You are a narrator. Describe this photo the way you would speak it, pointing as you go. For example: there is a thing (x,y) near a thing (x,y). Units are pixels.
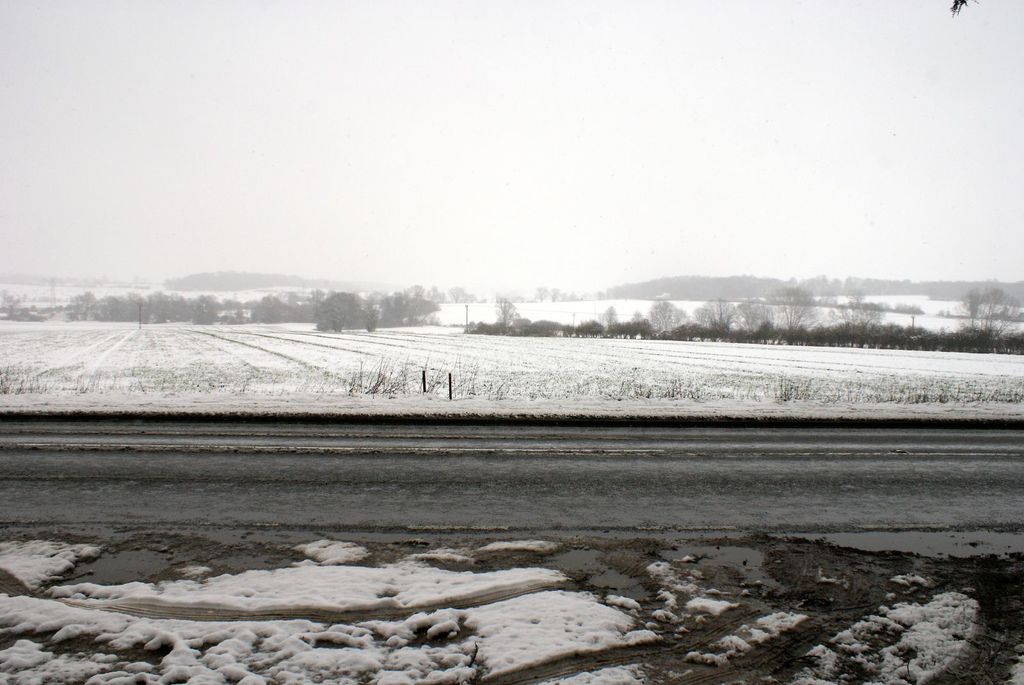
In this picture I can see there is snow (261,679) here and there is road (675,484) here and in the backdrop (727,313) I can see there are trees (150,311) here in the backdrop (810,286).
